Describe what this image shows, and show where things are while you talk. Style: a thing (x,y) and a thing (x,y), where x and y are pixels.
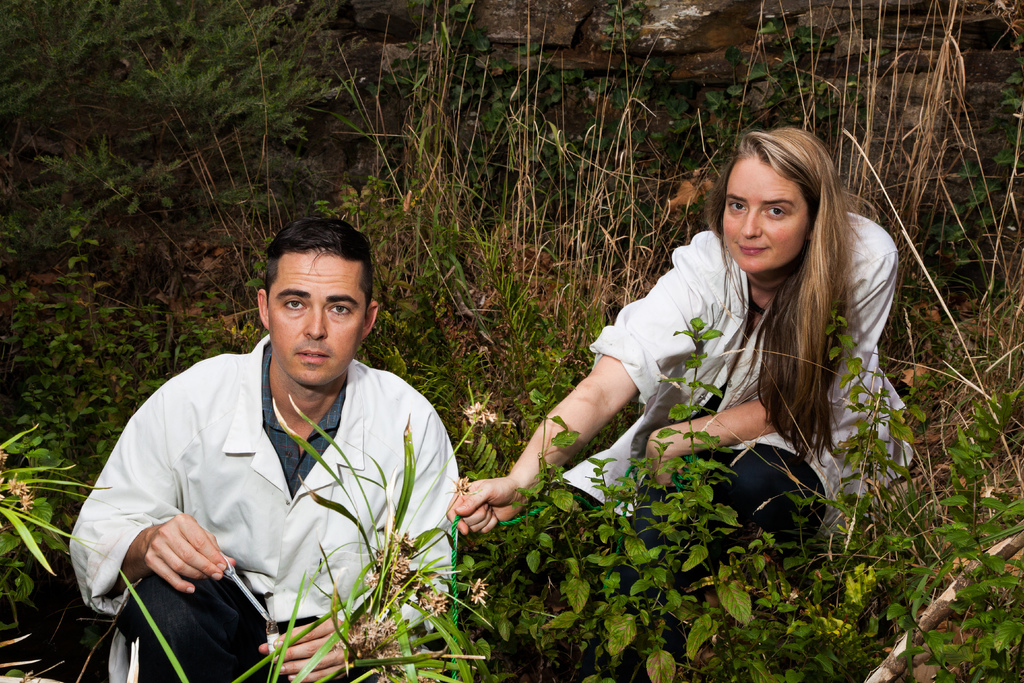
In this picture I can observe a man (233,540) and woman (724,365) in the middle of the picture (579,386). In the background (459,203) I can observe some plants (238,139) on the ground (534,255).
